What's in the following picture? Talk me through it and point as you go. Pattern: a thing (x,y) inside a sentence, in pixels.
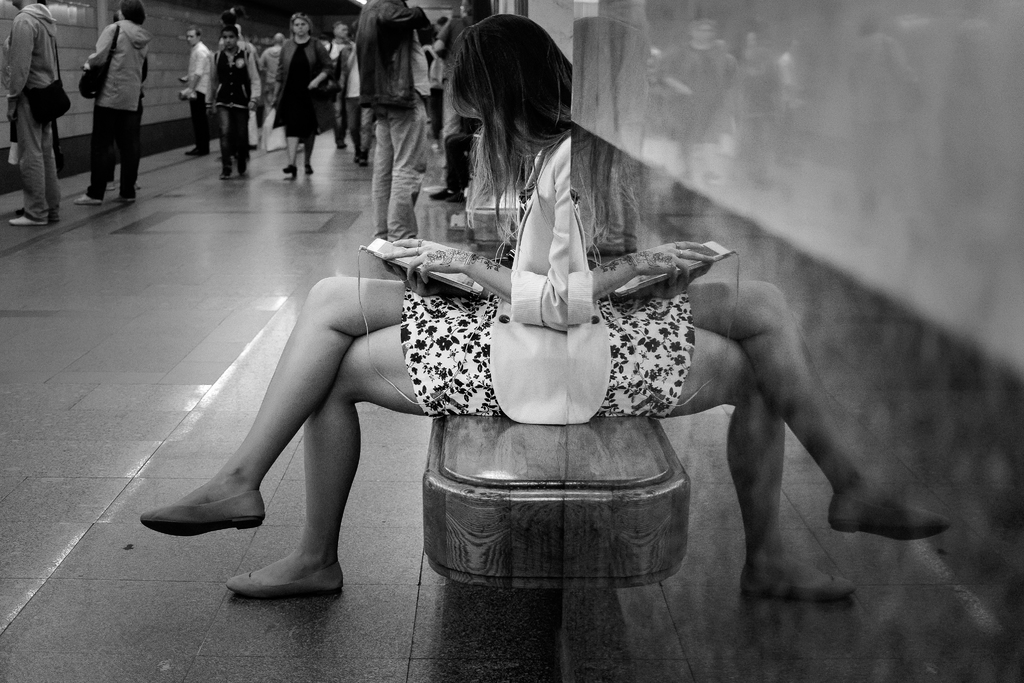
This picture describes about group of people (385,203), few are standing and few are walking, in the middle of the image (479,272) we can see a woman (502,215), she is seated and she is holding a mobile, it is a black and white photograph.
